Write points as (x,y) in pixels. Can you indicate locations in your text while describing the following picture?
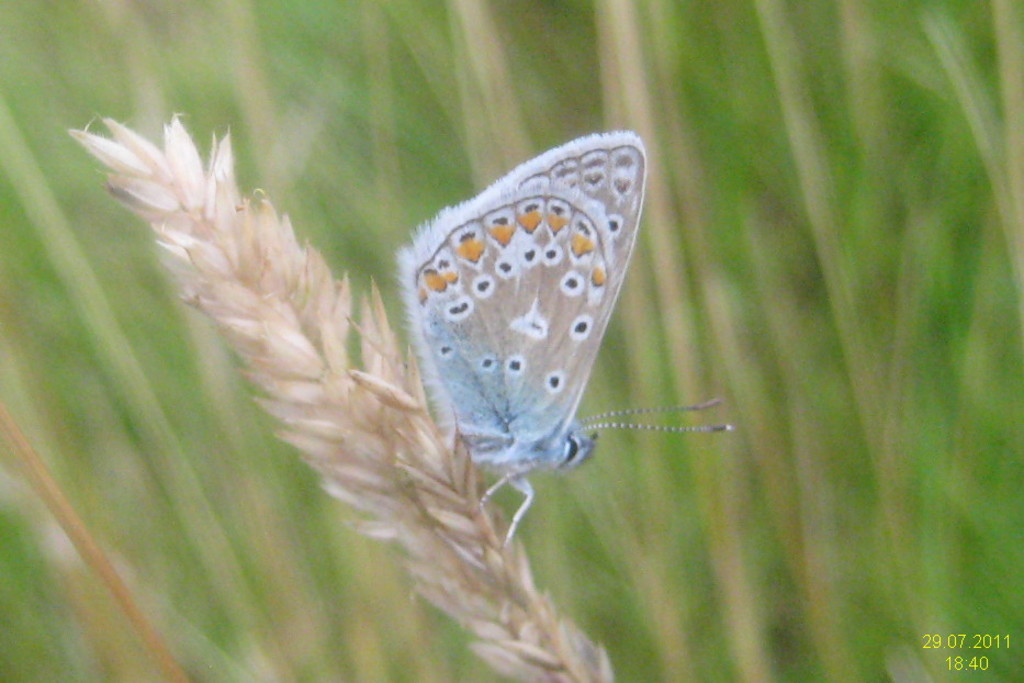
In the image there is a stem (298,401) with rice grains (401,411) on that stem (547,636) there is a butterfly (536,424). There is a green color background (550,490). In the right bottom of the image (929,637) there is a time (978,671) and date (975,639).
